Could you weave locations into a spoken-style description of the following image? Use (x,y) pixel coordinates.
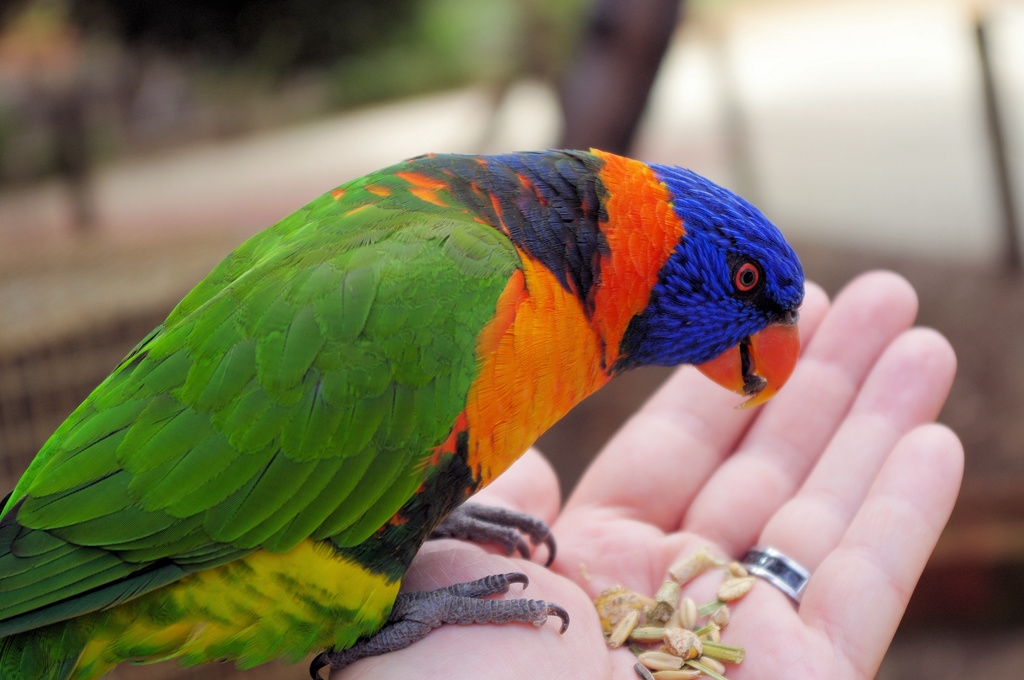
In this image, we can see a bird (365,532) and grains (705,643) are on the human hand (560,675). Background (978,610) there is a blur view.
